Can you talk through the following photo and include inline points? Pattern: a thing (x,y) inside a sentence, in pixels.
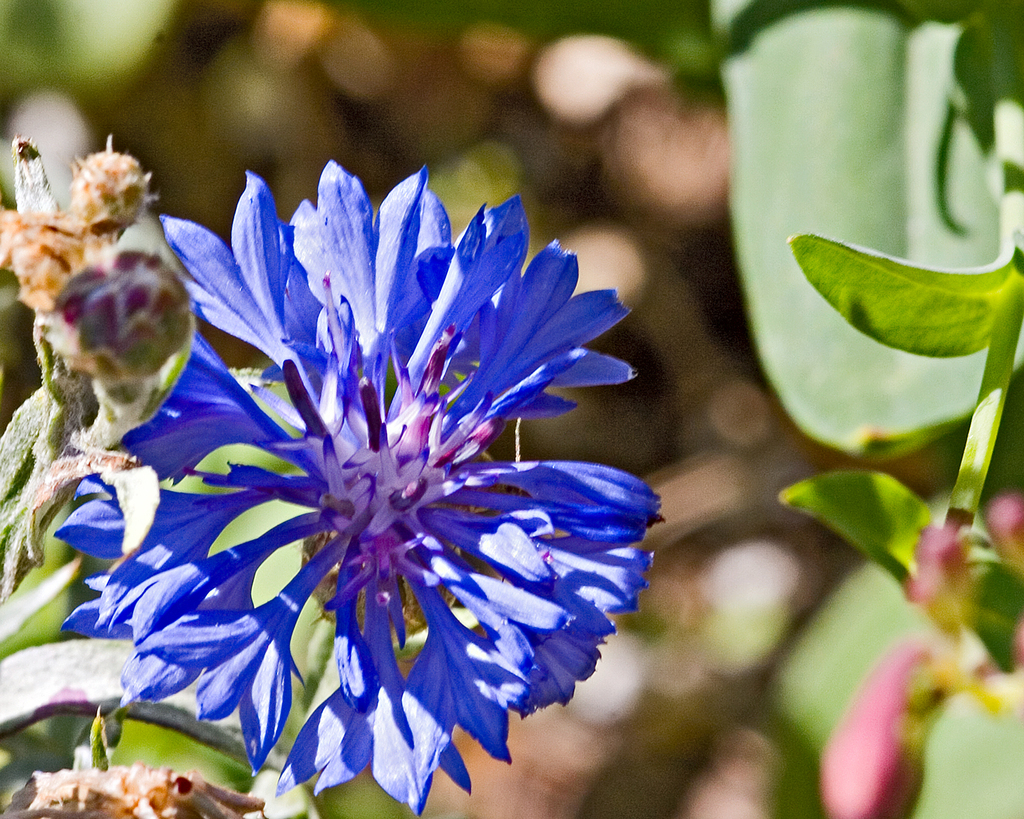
In this image there is a plant (318,421) having a flower (344,565), few buds (131,339) and leaves (134,514). Right side (886,694) there is a plant (927,540) having flowers (927,678) and leaves (926,248). Background (397,1) is blurry.
